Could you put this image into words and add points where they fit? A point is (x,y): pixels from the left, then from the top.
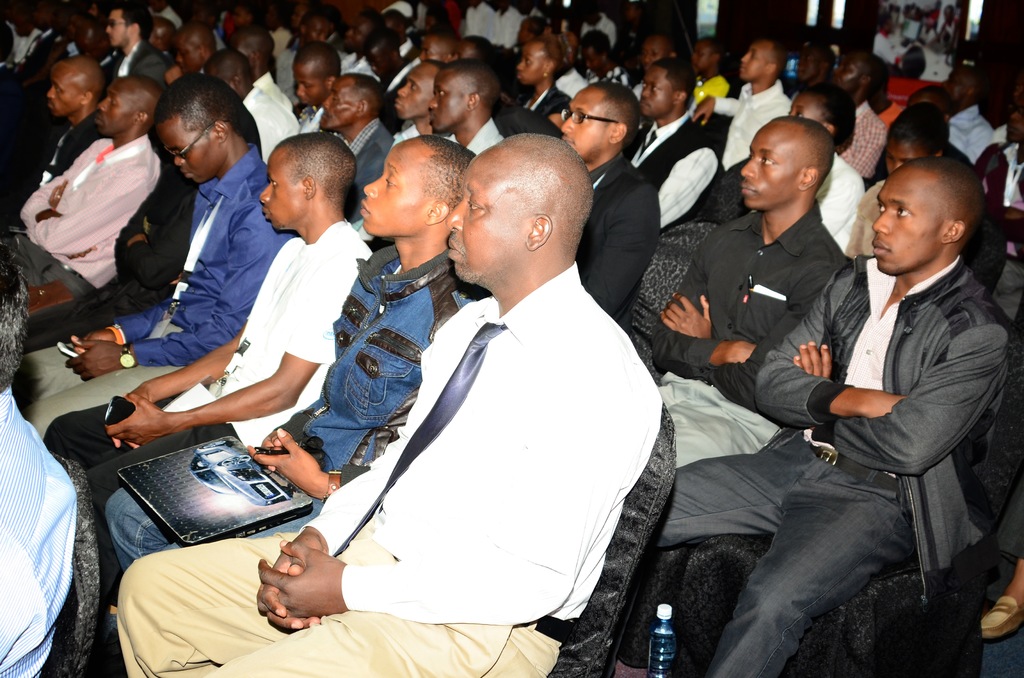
In this image, we can see some people (547,223) sitting on the chairs (994,237).
